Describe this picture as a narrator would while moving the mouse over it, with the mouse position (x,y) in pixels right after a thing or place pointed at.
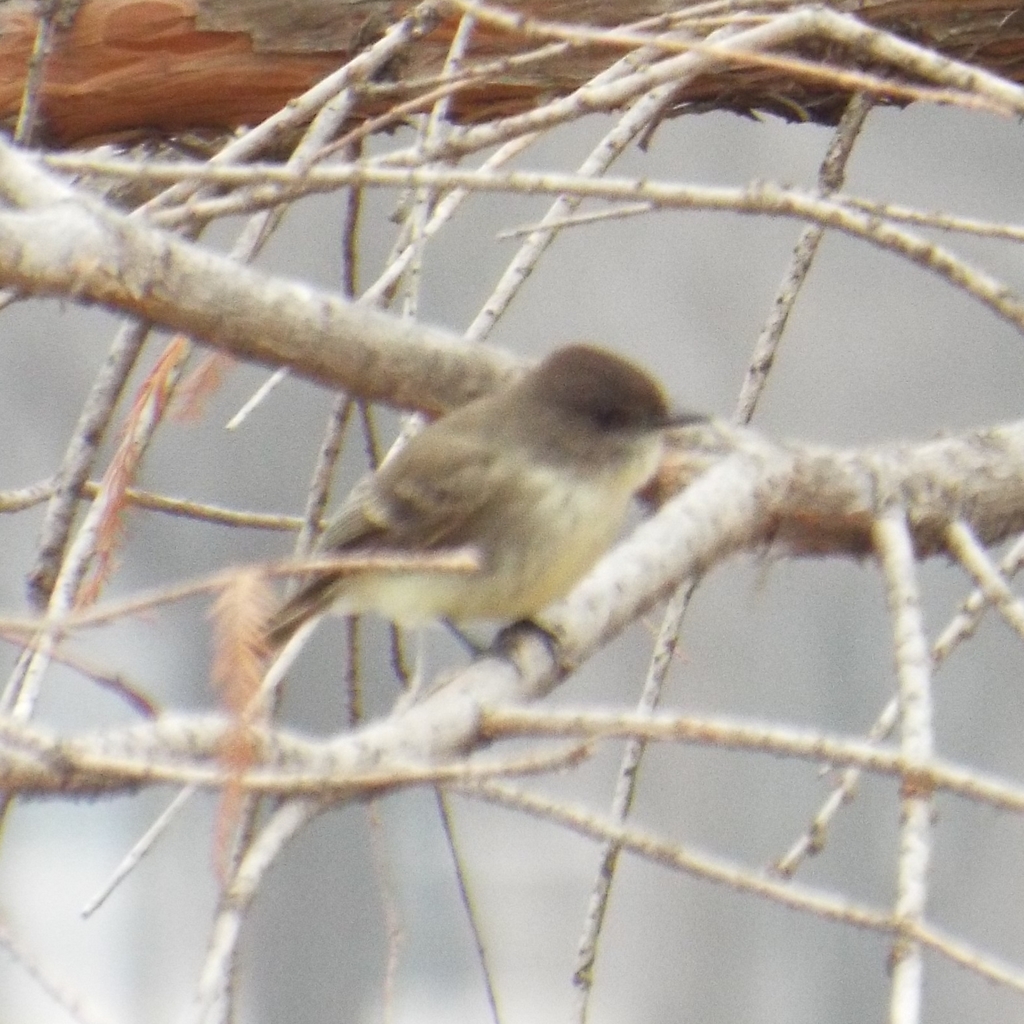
In this picture there is a bird (517,624) on a branch (577,614) and we can see stems (747,738). In the background of the image (914,352) it is blurry.
